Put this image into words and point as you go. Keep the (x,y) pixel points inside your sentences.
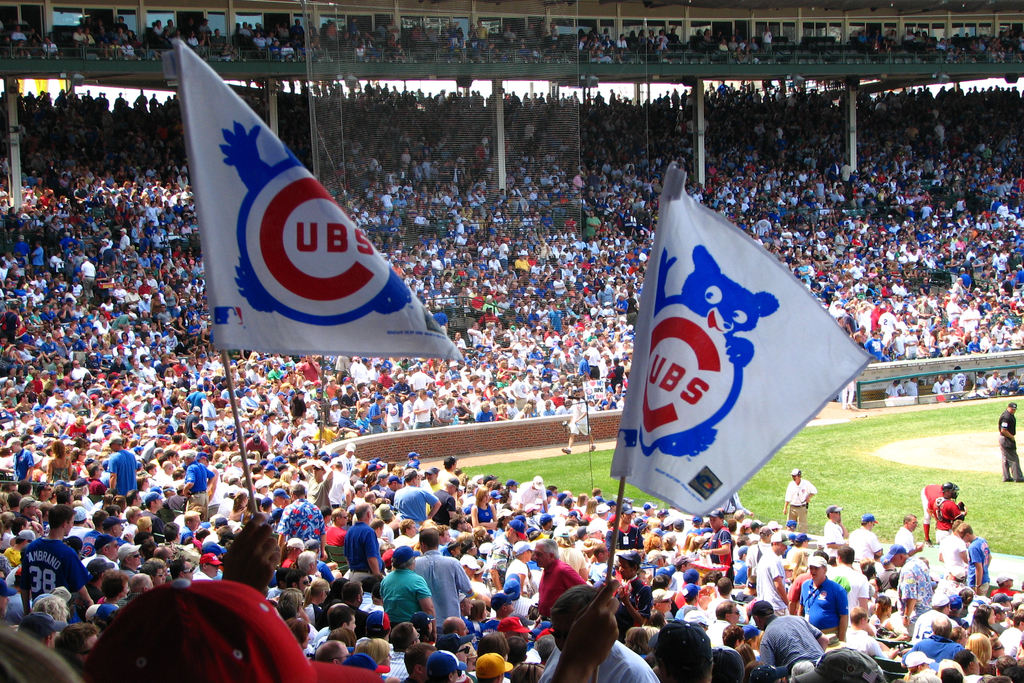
In this image on a stadium (565,341) there are many people (459,333). Few are holding flags (327,229). Here there is the ground (784,446). This is a net like structure (444,160).
